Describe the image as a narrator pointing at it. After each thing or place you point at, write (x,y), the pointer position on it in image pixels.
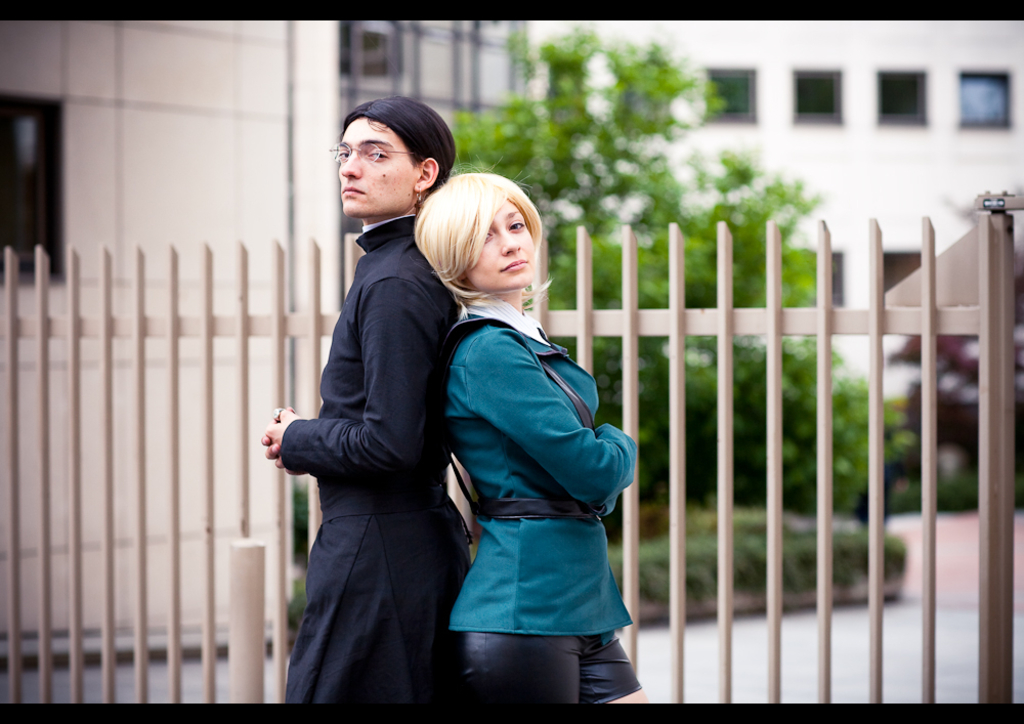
In this image there are two persons (486,472) posing for a photo, behind them there are trees (761,372), garden plants (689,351), buildings (726,46) and a fence (769,558).
